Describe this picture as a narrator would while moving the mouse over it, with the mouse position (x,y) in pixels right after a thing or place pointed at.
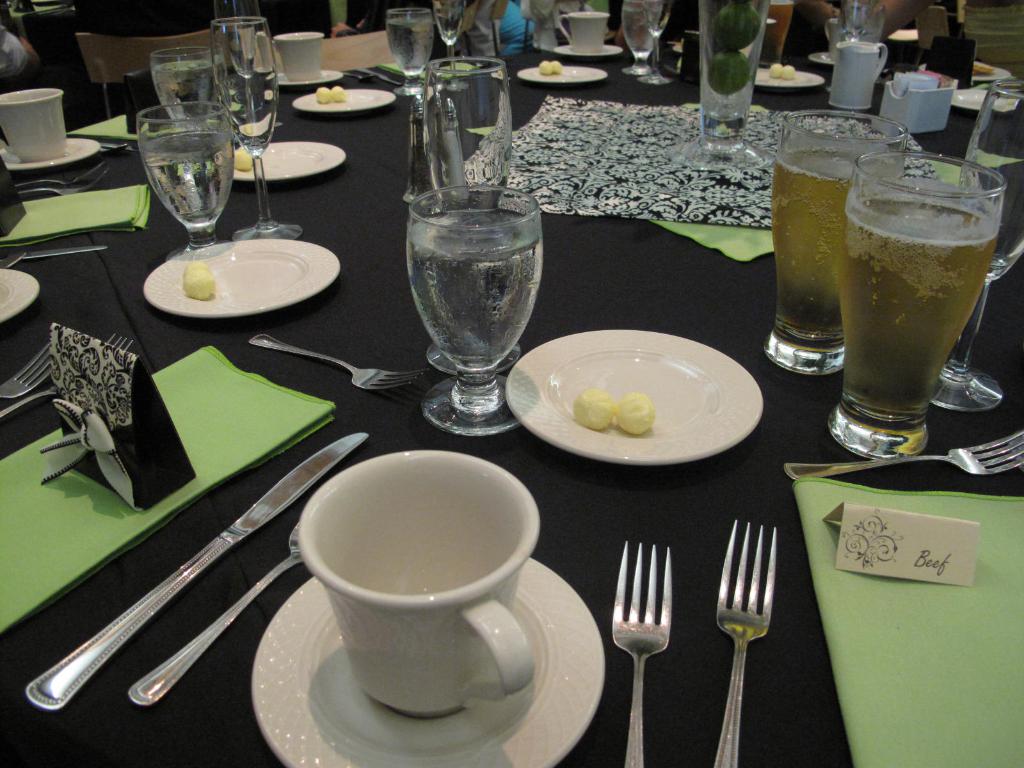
Here we can see a table (396,320) full of glasses (929,321) of beer (891,277) and water (520,313) there are cups (423,545), forks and butter knife (297,491) and there are plates (237,288).
